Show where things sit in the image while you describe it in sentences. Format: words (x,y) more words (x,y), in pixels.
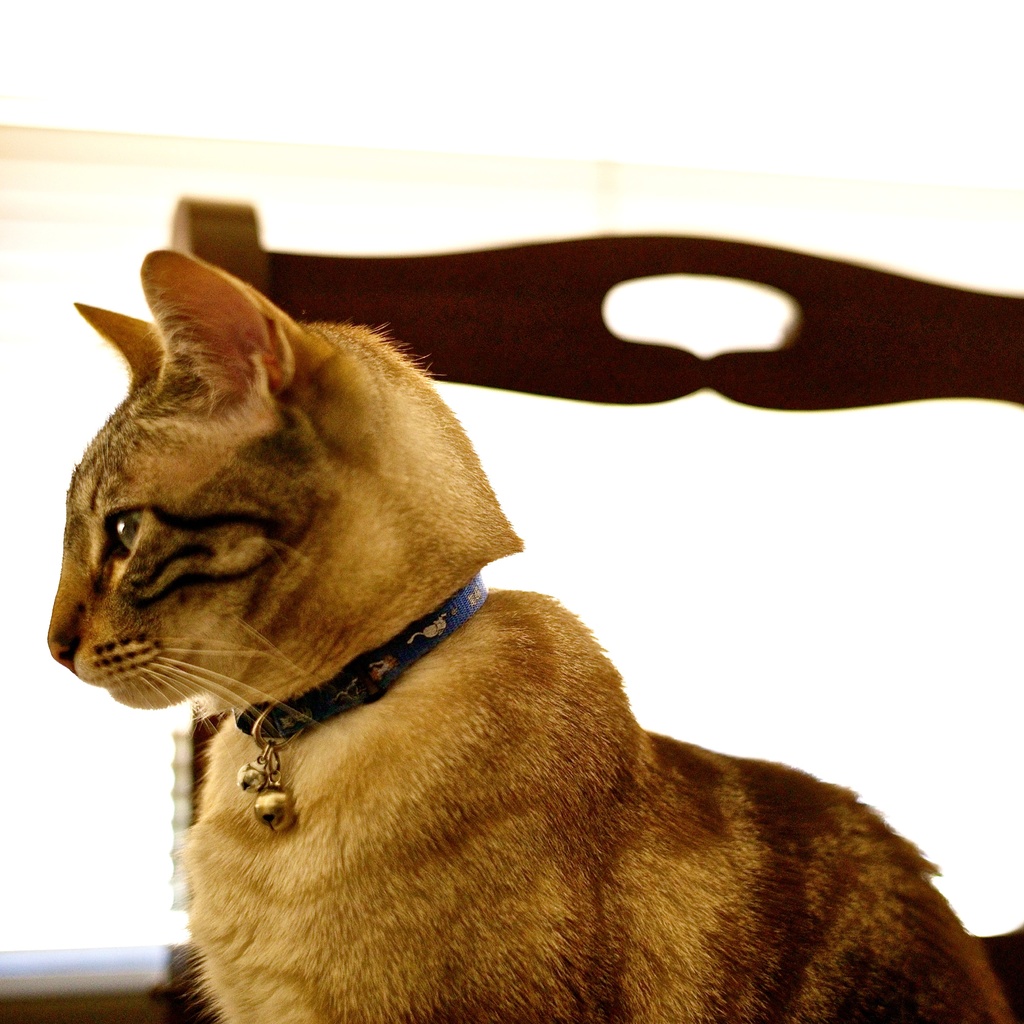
In the center of the image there is a cat (349,832) in the chair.
